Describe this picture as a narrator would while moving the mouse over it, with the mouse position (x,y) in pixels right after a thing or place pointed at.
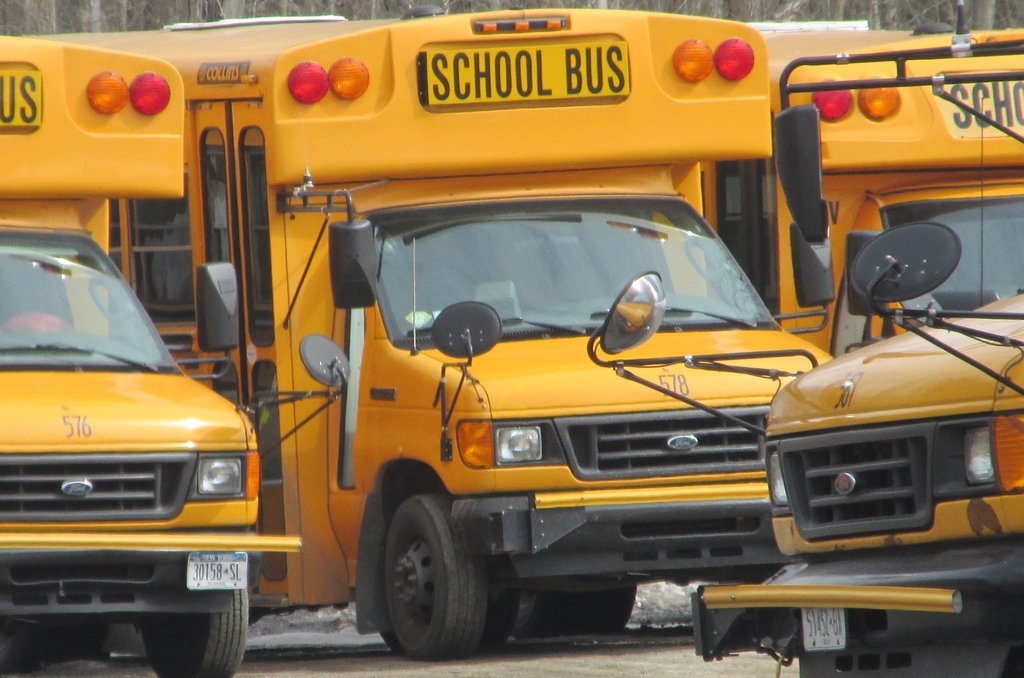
In this picture we can see buses (765,425). There are lights (338,81), boards (547,76), number plates (202,563), and mirrors (482,319).
